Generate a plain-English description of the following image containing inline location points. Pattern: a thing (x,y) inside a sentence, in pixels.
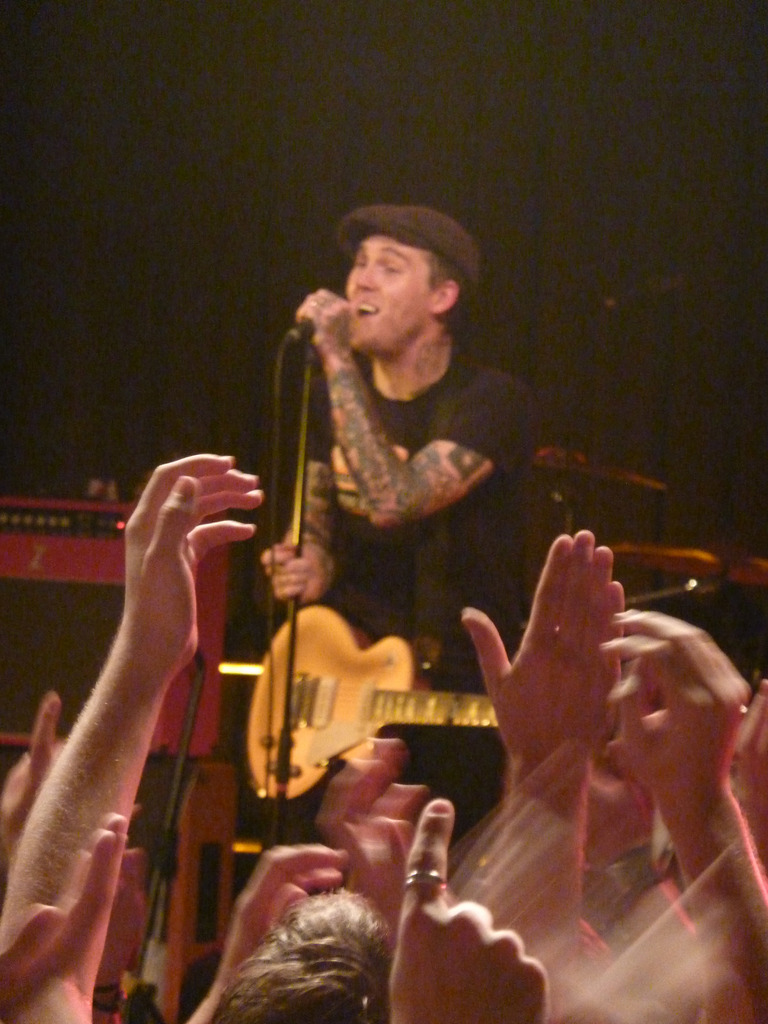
In this image I can see a person (364,632) wearing guitar (381,719). In front of him there is a mic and he is singing. In the front (387,785) there are many hands (405,850) raising up.
